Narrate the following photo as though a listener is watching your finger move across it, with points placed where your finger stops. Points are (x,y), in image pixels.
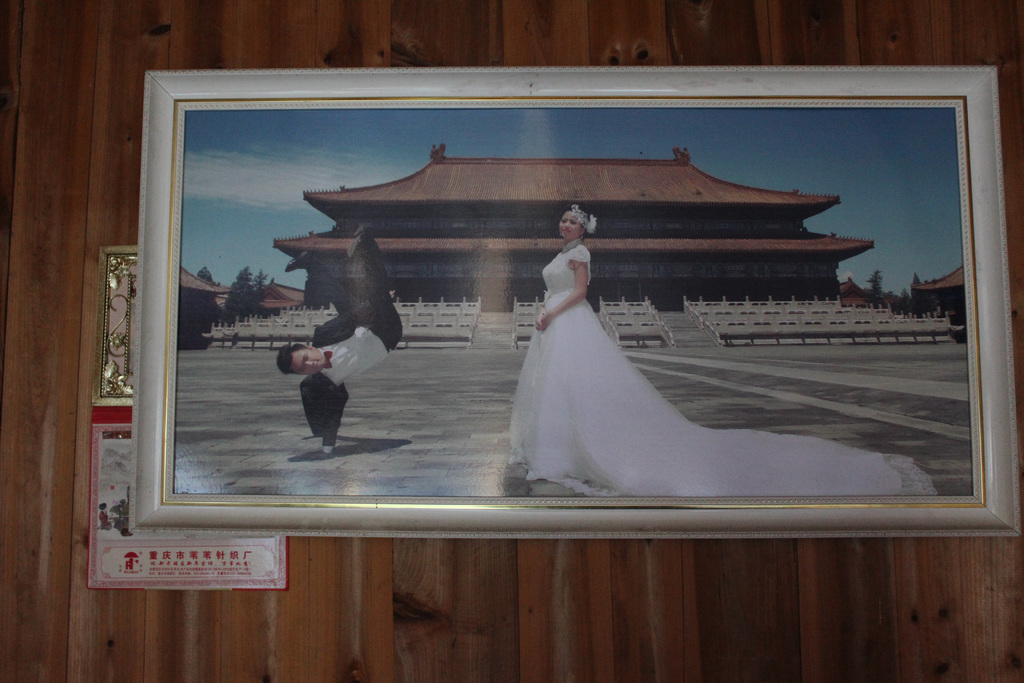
In this image we can see a photo frame (445,439) on the wooden wall (648,65), in the picture there is a man (351,354), a lady (570,361), also we can see the house (439,290), and the sky (261,211), there are posters (108,538) on the wall (284,636) with text (192,564) on it.
